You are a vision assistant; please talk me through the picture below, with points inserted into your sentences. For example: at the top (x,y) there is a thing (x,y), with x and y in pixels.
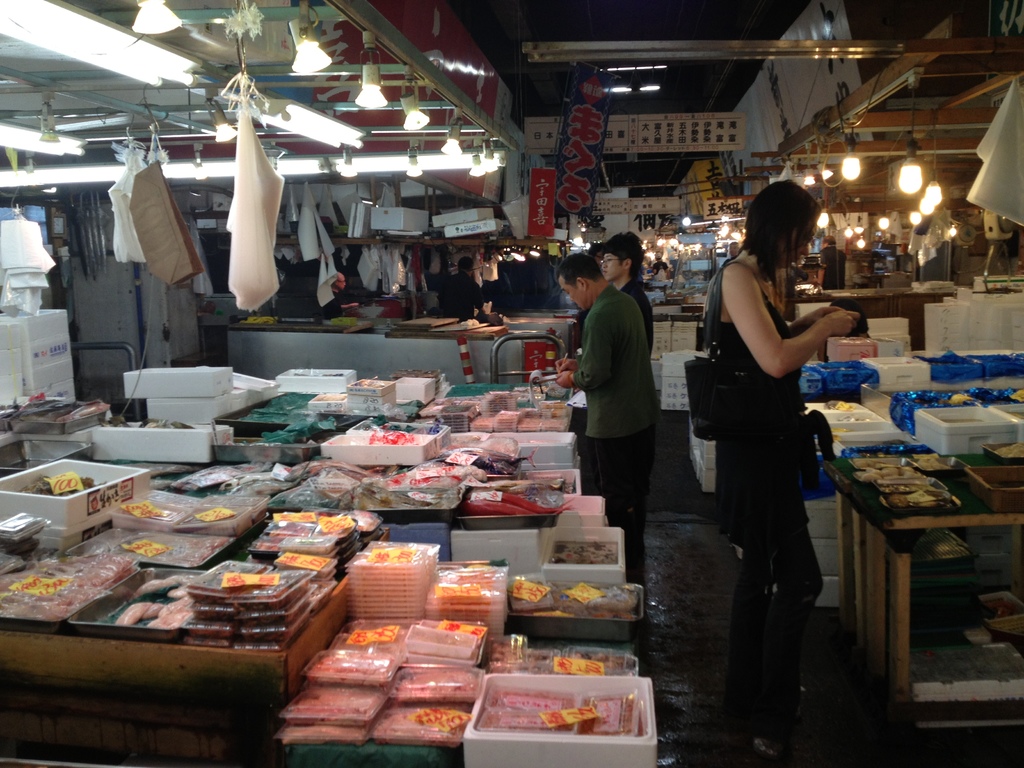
In this image we can see items (460,606) packed in the cover (382,573), boxes (398,460) and objects (520,459) on the tables (848,413) and in the middle (632,474) there are few persons (727,345) standing on the floor (699,688) at the tables (956,568). In the background (206,143) there are cover bags (243,239) hanging to the poles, lights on the poles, hoardings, objects (888,393) and a person (830,267) on the right side (822,250).
